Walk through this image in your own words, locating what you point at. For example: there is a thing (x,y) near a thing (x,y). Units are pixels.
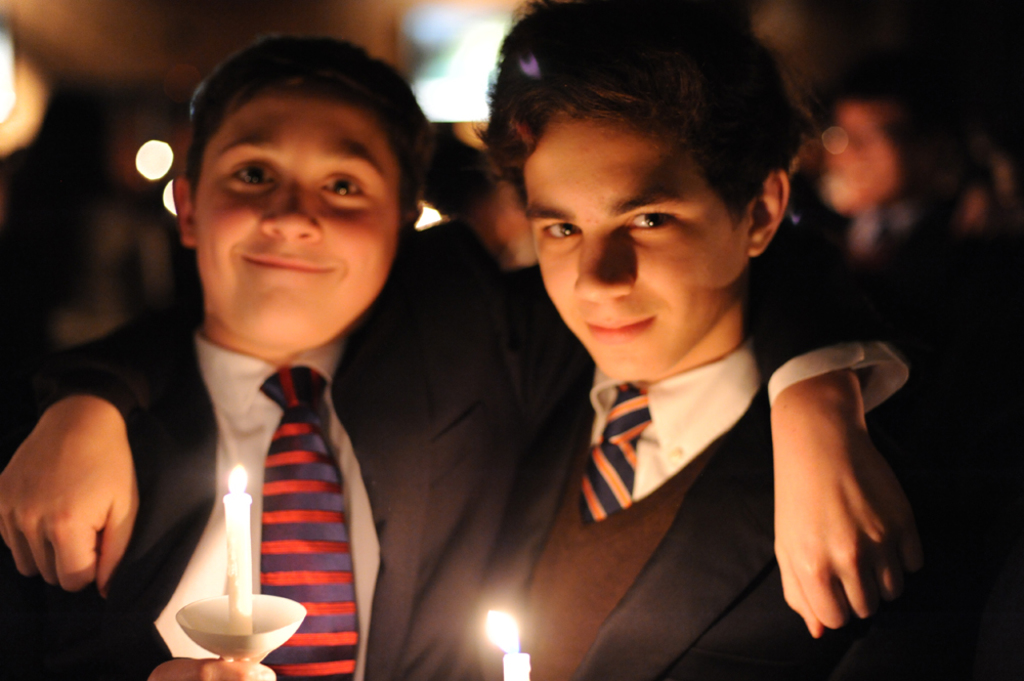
In this image, we can see persons (515,395) wearing clothes (436,357). There are candles (510,677) at the bottom of the image (230,535).
